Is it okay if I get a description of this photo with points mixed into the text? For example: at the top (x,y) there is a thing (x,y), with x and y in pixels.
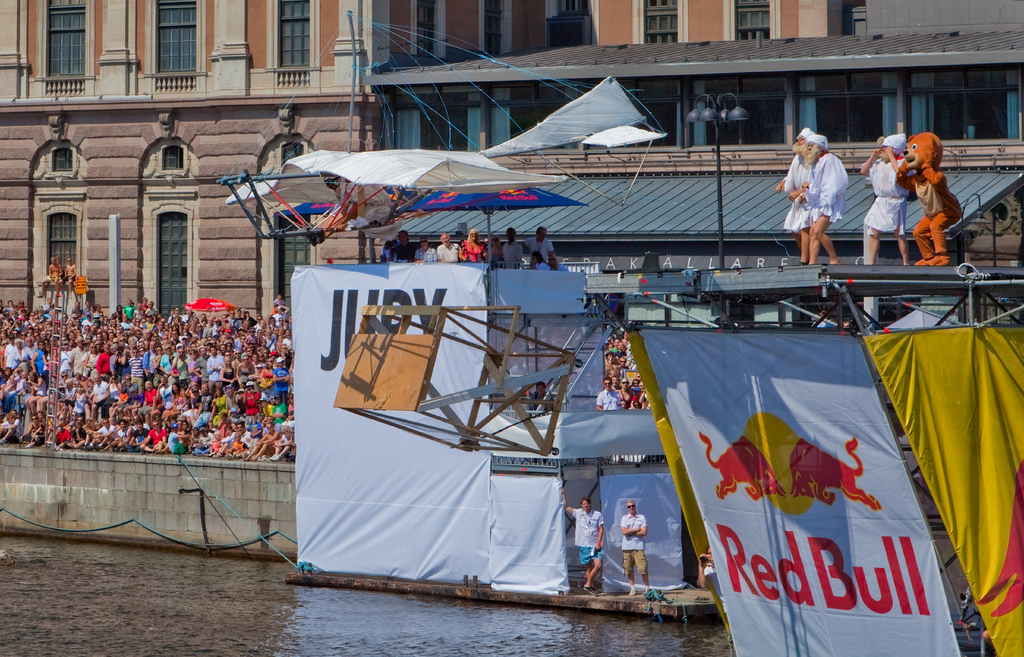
In this image in the foreground (404,630) there is water body (251,560). In the background (616,526) there are tents (649,526). There are few people (832,188) standing over here. Many people (265,416) are sitting here in the back (147,395). In the background (744,93) there are buildings (413,115), street lights (713,97).
